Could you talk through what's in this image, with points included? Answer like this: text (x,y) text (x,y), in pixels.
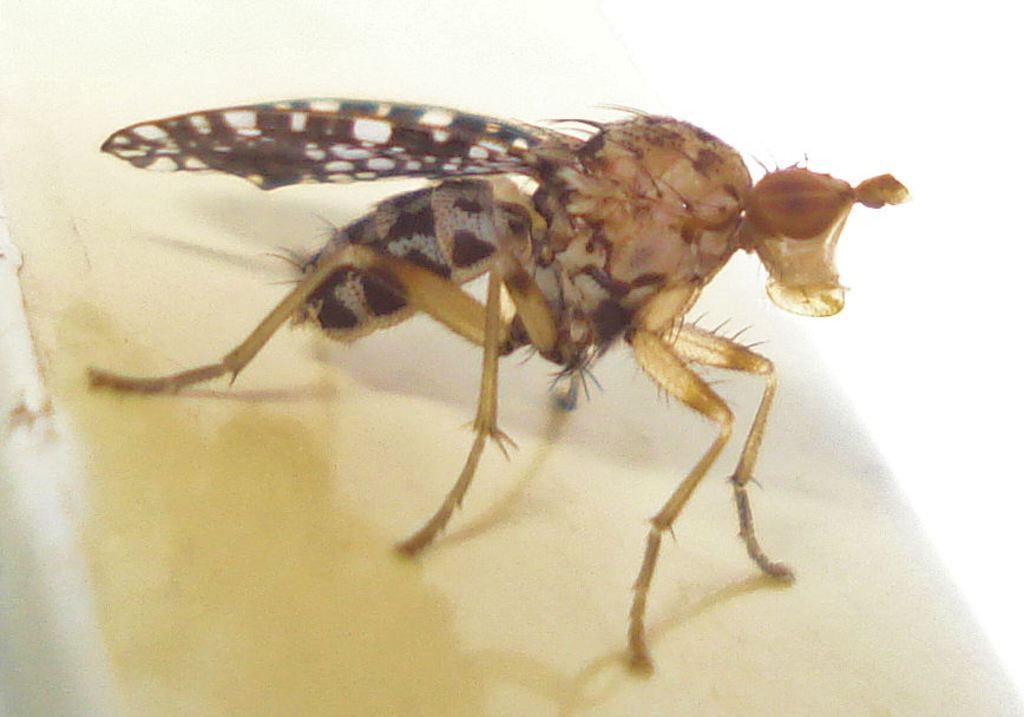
In this image we can see an insect (584,184) on the white color surface (577,551).
